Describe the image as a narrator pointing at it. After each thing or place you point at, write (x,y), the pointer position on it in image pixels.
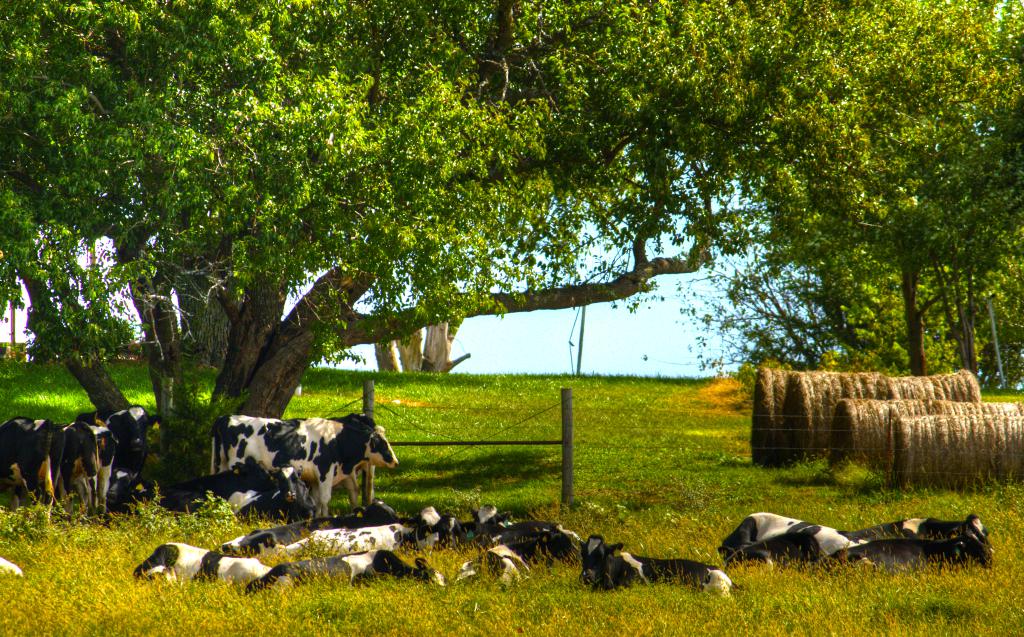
In this picture we can see some cows (319,541) are on the grass (379,585), around we can see some trees (506,217) and dry grass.
